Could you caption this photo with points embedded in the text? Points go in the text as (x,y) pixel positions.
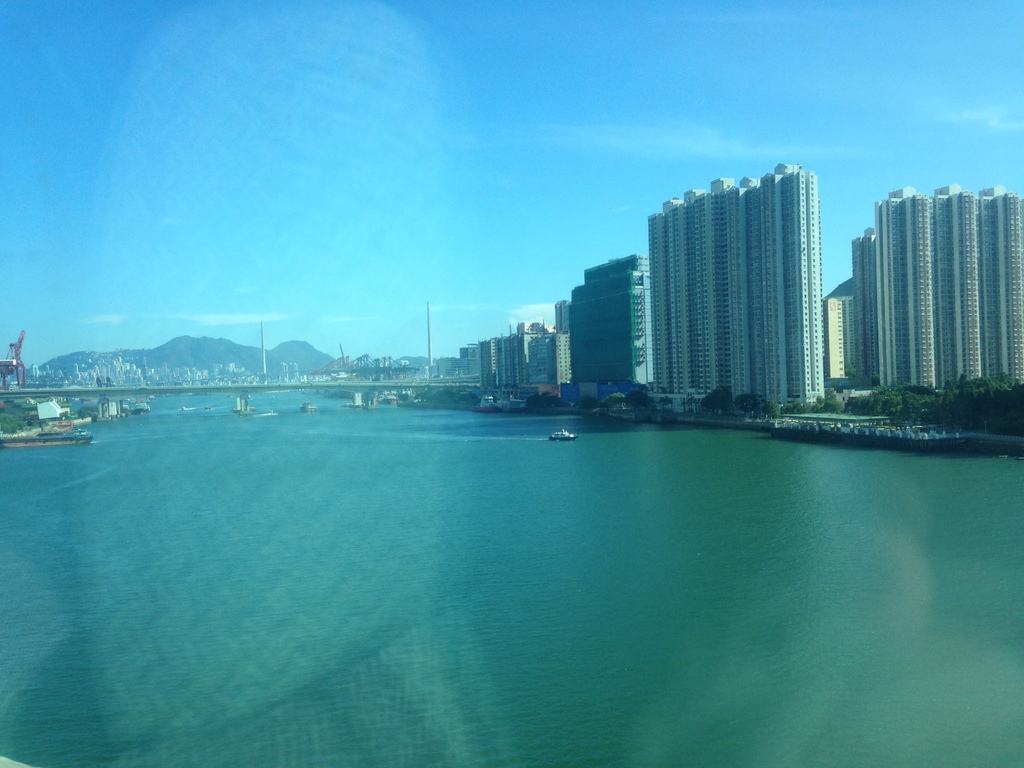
This image consists of water (530,577) in the middle (506,483). There are boats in the water (595,546). There are some buildings (718,381) on the right side (809,364). There is a bridge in the middle (373,393). There is sky (374,150) at the top (433,125). There are trees (990,407) on the right side (990,407).
